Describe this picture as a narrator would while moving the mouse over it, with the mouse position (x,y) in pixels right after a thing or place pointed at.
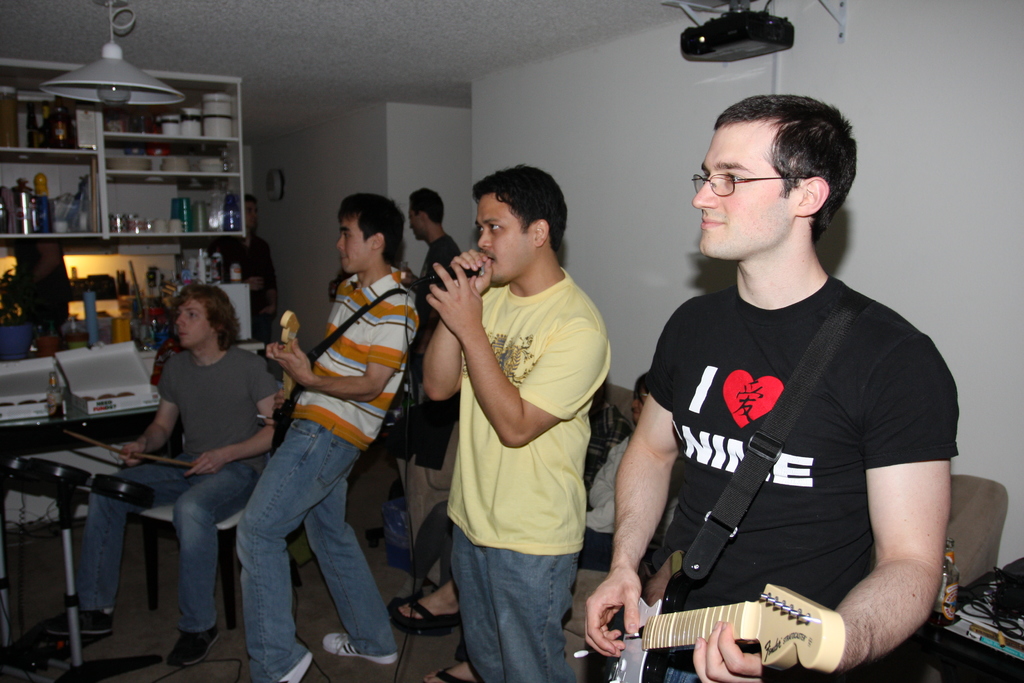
There are four members (541,377) in the given picture. Three of them was standing. One guy (472,383) is singing with the Mike (445,283) in his hand (470,285). Three of them were playing musical instruments (142,498). In the background (157,230) there is a shelf (83,150) in which some accessories (70,138) were placed. We can observe a man (437,245) in the background (433,218). Here there is a projector (725,32) attached to the ceiling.
